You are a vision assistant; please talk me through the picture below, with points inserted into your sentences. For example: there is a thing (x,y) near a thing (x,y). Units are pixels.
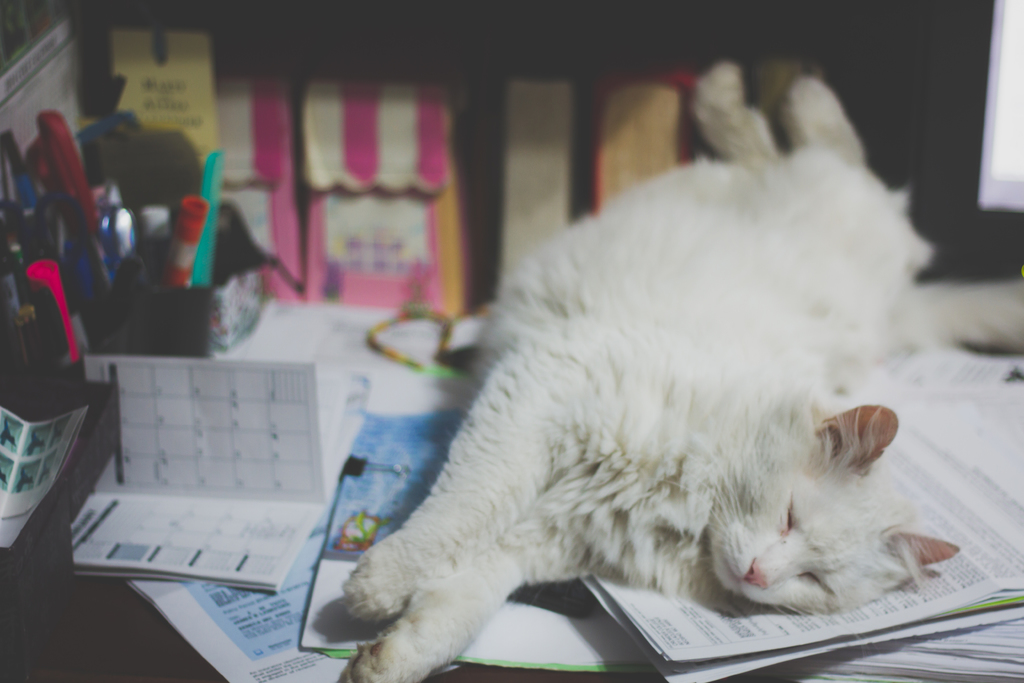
In the foreground of this picture (661,280) there is a white color cat (757,351) sleeping on the table (153,614) and we can see the pen stands (205,334) containing pens (189,270) and there are some objects (223,319) and papers (279,658) are placed on the top of the table (73,596). In the background (330,183) there are some objects (242,144).
